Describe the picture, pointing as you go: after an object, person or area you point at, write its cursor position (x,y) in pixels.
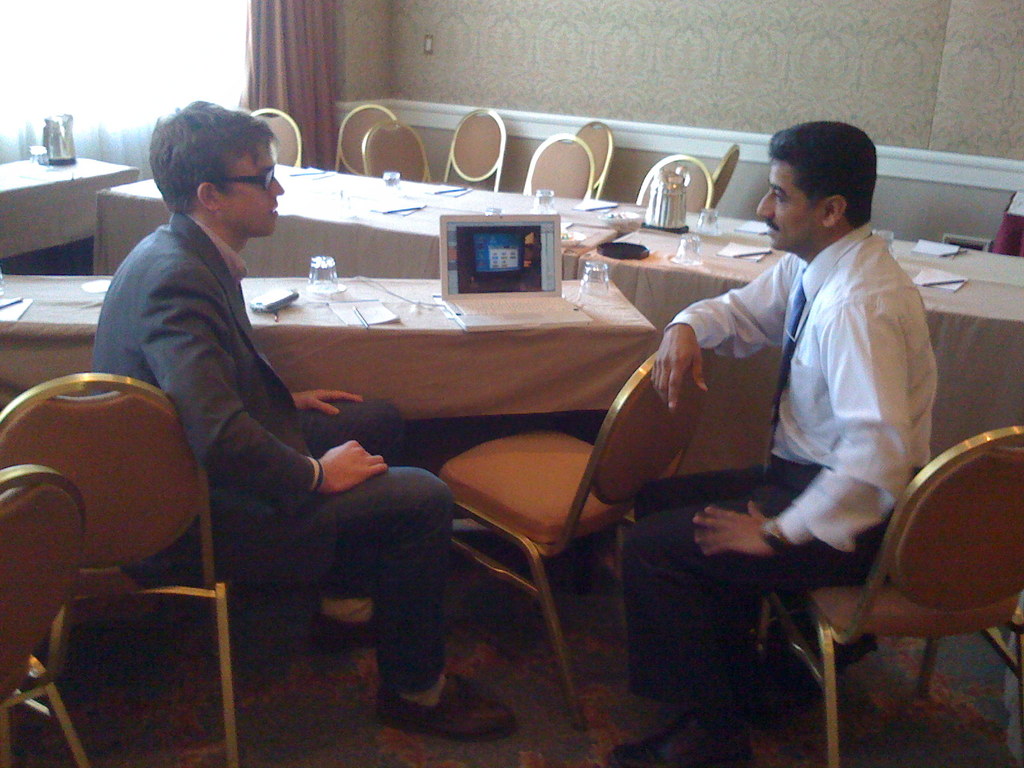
There are two persons (836,367) in this image sitting on this chairs (120,490) talking to each other and at the middle of the image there is a laptop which is placed on the table (353,338) and there are water glasses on the table (728,264) at the left side of the image (255,66) there is a brown color curtain (297,71).
